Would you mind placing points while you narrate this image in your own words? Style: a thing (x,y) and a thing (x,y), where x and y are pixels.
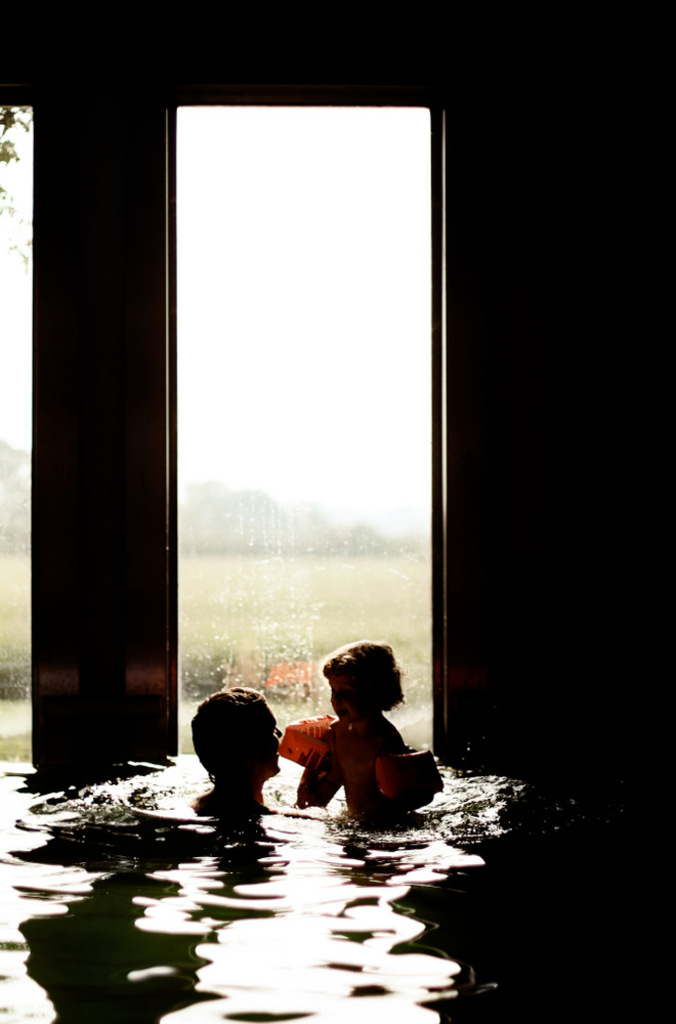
In the image we can see there are people (367,771) swimming in the water (419,856) and there is a glass window (310,485). Background of the image (381,154) is blurred and the image is in colour.
